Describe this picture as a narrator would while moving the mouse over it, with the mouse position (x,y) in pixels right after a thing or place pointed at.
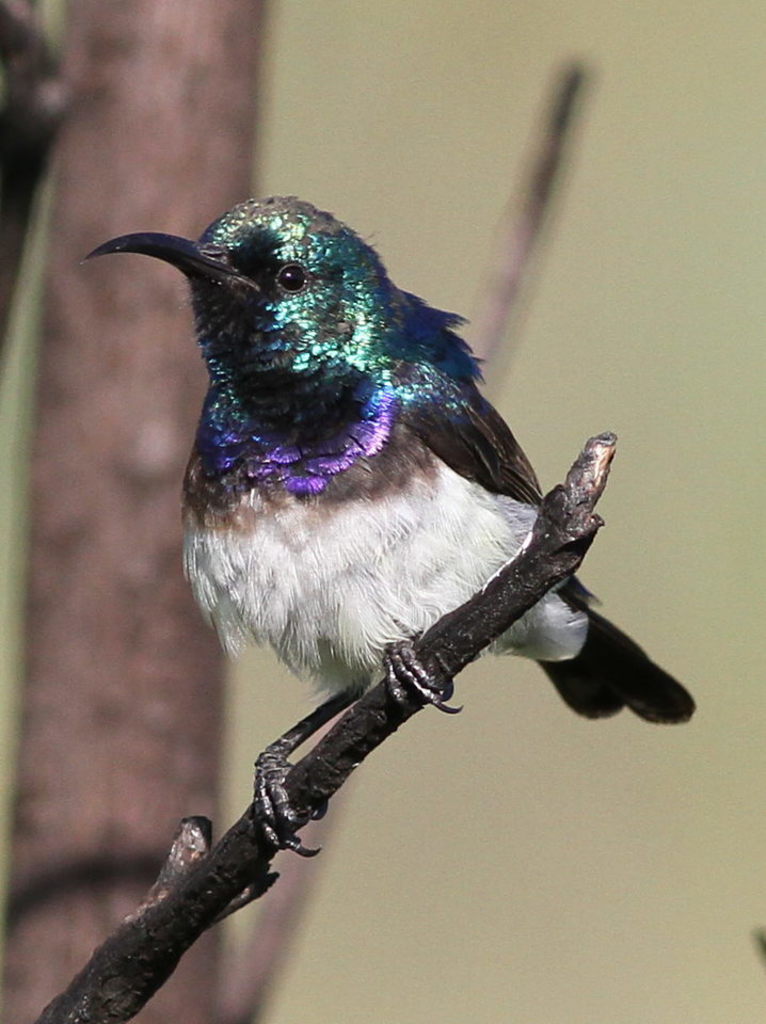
In this image I can see a bird (388,585) on the branch (176,893). Bird (353,614) is in black, white, green, blue and brown color. Background (611,169) is in cream and brown color.
